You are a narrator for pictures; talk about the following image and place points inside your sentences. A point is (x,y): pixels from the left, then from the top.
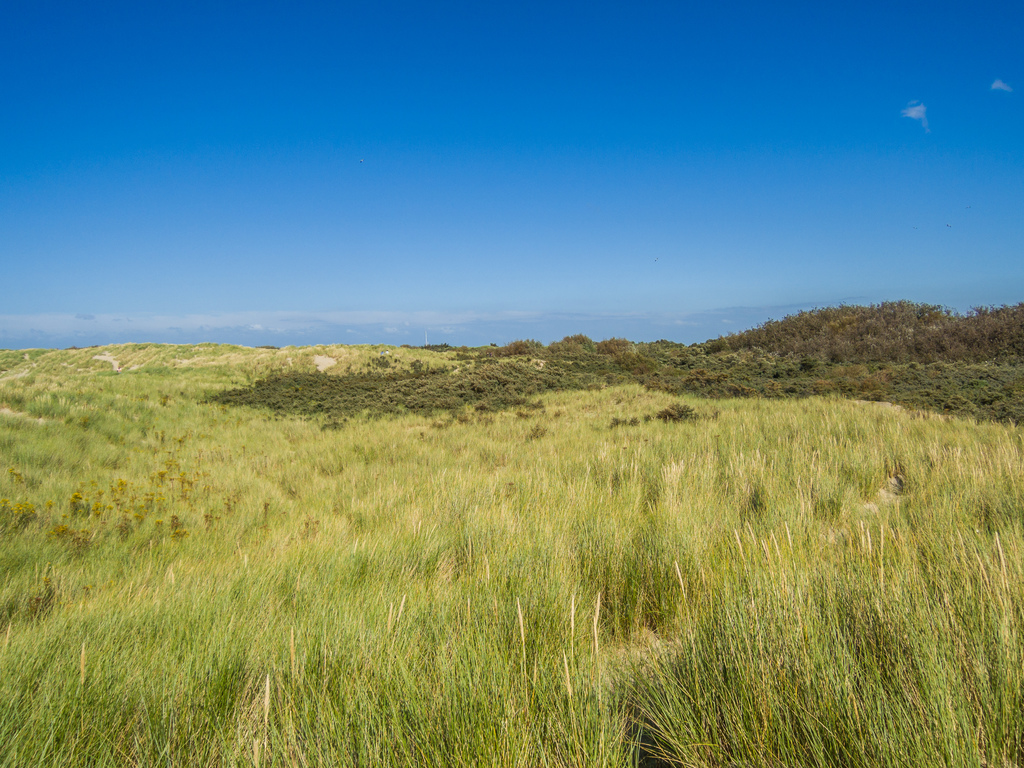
In this image we can see grass (350,680) and plants (462,404) on the ground (350,680). In the background (559,20) we can see clouds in the sky (827,306).
